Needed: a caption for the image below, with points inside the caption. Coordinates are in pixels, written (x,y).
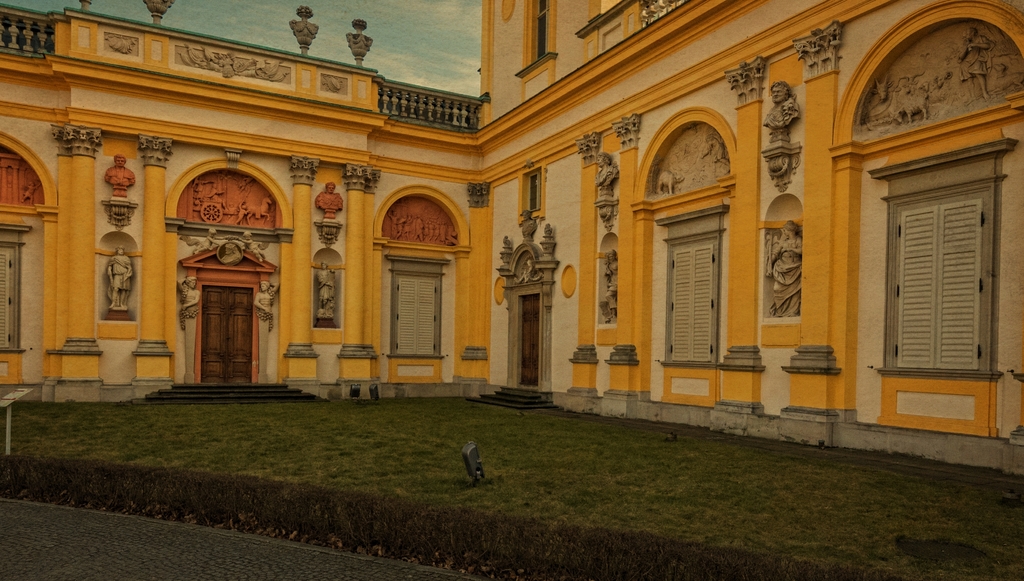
In the image we can see the building (505,311), sculptures (122,250) and the sky (337,44). Here we can see stairs (264,391), door (225,353), glass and window blinds (912,323).
